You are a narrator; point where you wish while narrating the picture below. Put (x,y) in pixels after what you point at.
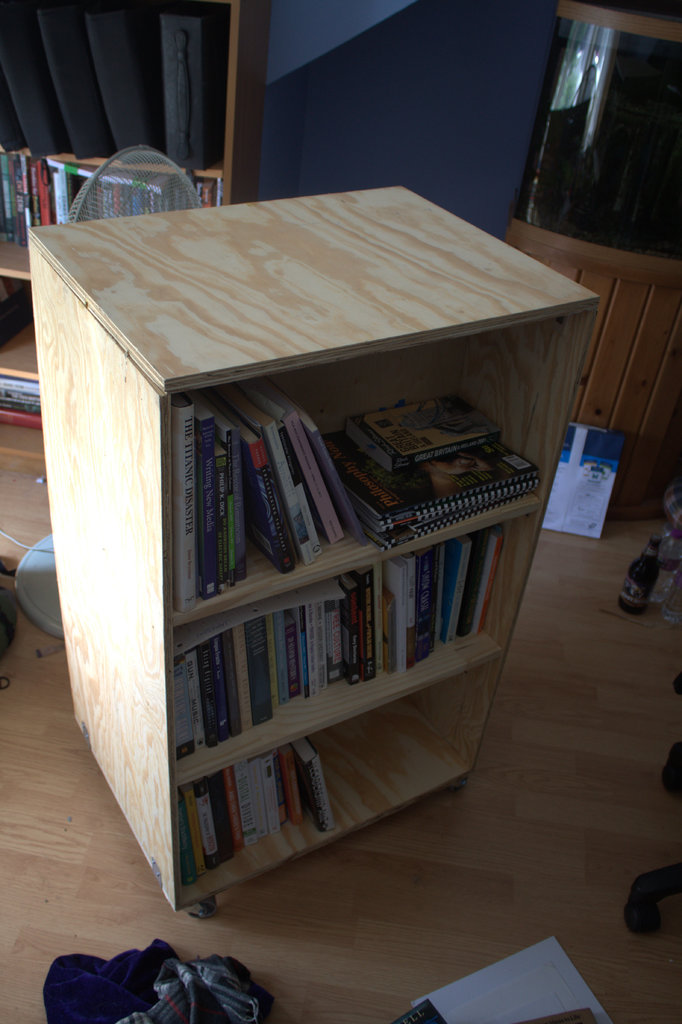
In this picture we can see few books (332,516) in the racks (315,705), and also we can find a fan (148,173) and a bottle (647,591).
